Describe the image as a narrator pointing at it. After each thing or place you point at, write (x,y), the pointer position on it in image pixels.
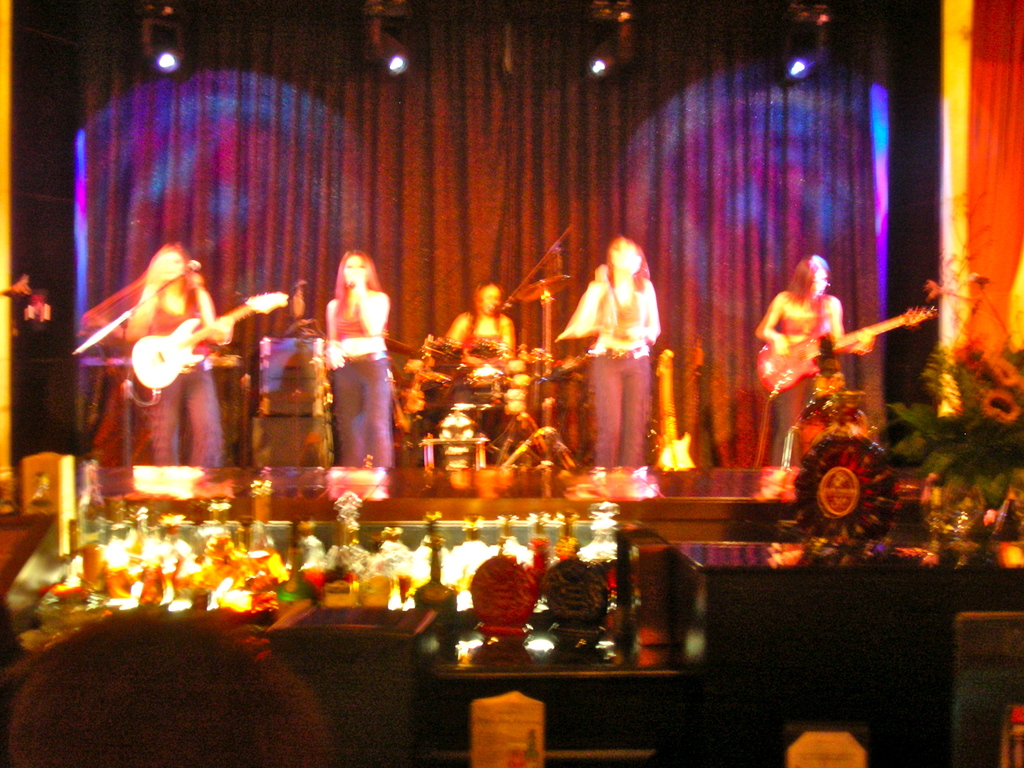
In this picture we can see a group of women (163,415) performing on the stage (411,481) with different musical instruments (846,336). In the background (452,239), we can see lights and curtains (651,459). In the foreground (117,510) we can see bottles (170,585) on a counter (954,587). Here we can see glasses (966,549), flower pots (984,440) etc.
